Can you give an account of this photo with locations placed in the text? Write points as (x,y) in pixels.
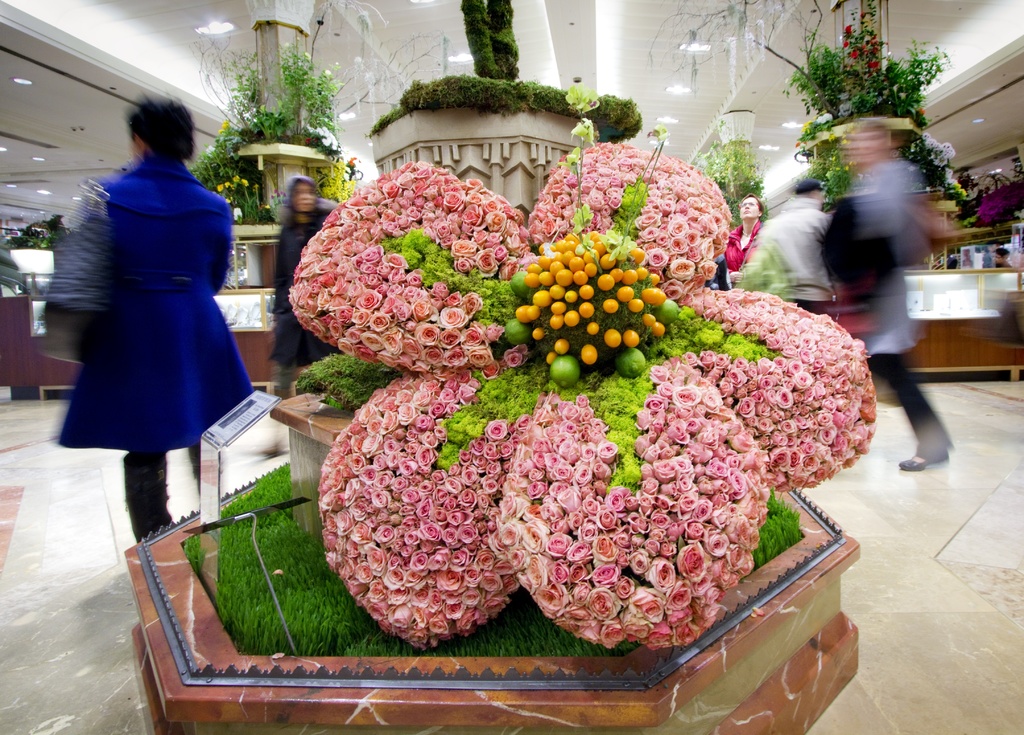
In this image, we can see flowers (722,429), plants (628,469), few decorative objects (480,143). On the right side (906,186) and left side (31,491), we can see few people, some objects (932,325), floor (1017,614) and few things (994,355). Top of the image (801,175), we can see the ceiling (974,87) and lights (6,148).
